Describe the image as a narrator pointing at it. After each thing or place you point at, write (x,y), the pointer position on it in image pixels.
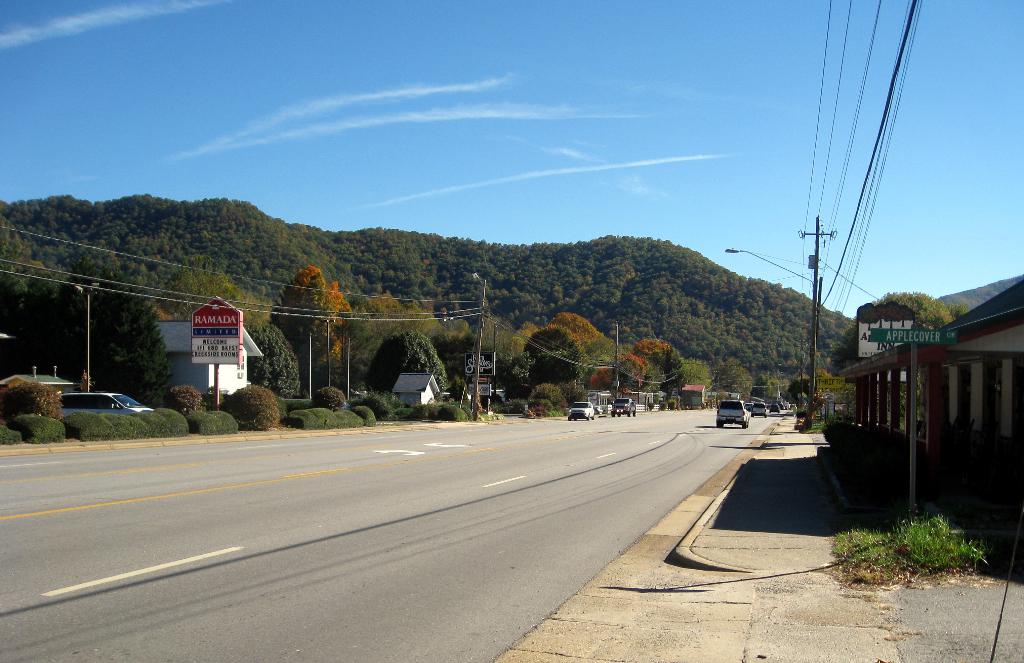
In this picture we can see some vehicles (727,405) on the road (698,424), on the right side (937,424) there is a house (954,416), in the background (826,372) there are some trees (460,290), on the left side (225,428) we can see some plants (320,425), poles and boards (215,350), on the right side (820,319) we can see a pole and wires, there is the sky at the top of the picture (807,147).
